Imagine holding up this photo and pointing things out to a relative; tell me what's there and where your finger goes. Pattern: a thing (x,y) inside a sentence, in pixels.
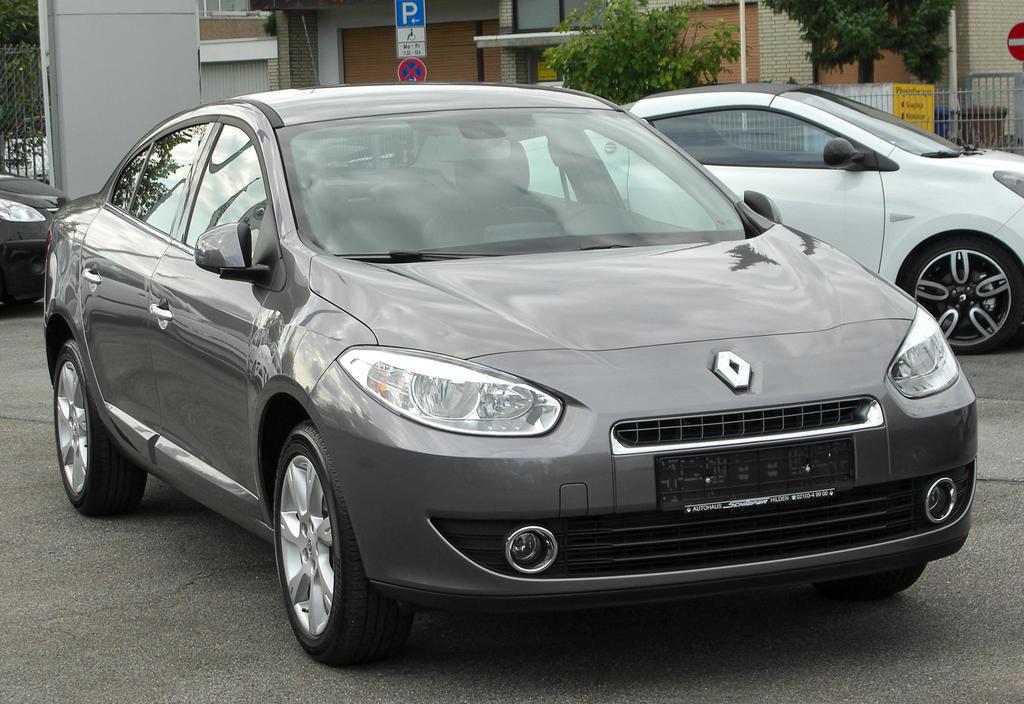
In this image, we can see a car (530,380) is parked on the road (690,623). Background we can see few vehicles (962,217), walls (151,81), houses (249,8), trees (708,31), sign boards (406,10), grills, pillar (523,74) and poles (742,75).
